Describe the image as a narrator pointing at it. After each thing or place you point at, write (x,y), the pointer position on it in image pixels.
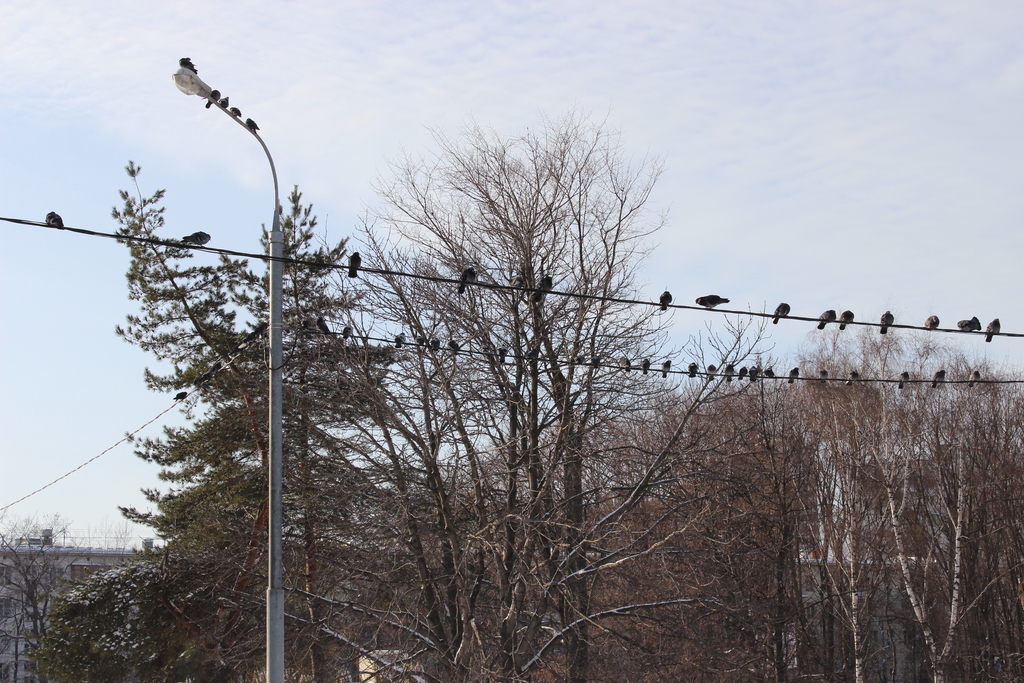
In this picture there is a pole (281,607) on the left side of the image (280,340) and there are wires (399,342) at the top side of the image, there are birds (775,320) on the wires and there are trees (582,505) in the image.
